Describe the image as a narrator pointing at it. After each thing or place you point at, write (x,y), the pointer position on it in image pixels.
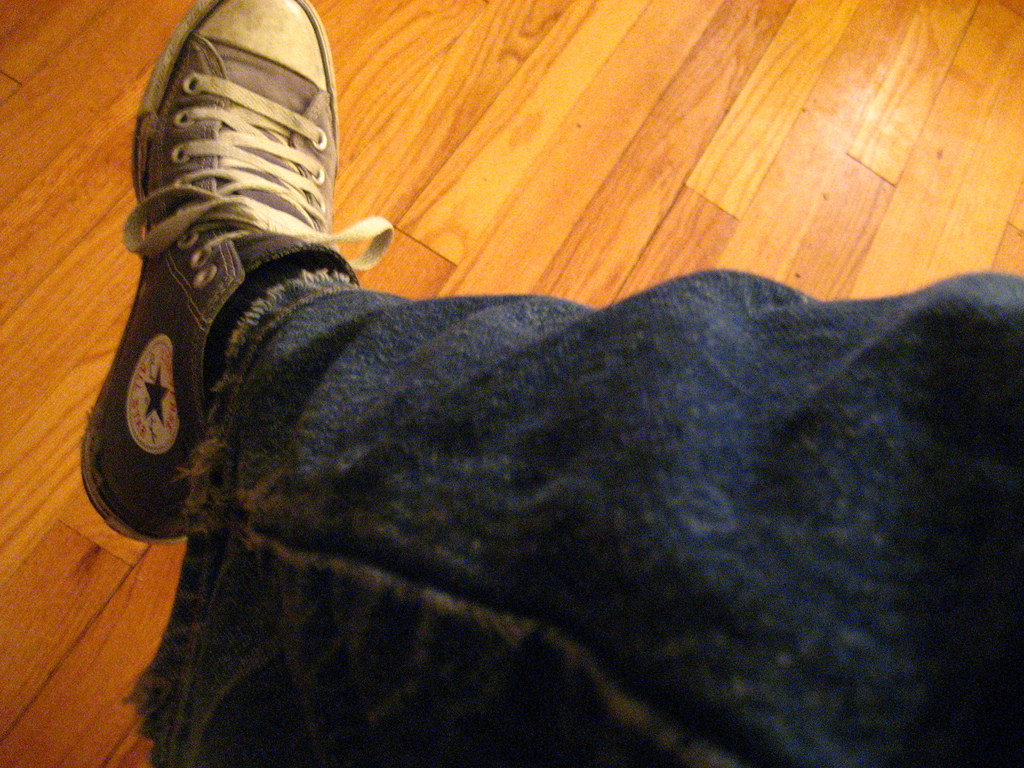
In this image, we can see the leg (432,439) of a person (301,479), we can see a shoe (167,329) on the leg (263,320), there is a wooden floor (457,159).
